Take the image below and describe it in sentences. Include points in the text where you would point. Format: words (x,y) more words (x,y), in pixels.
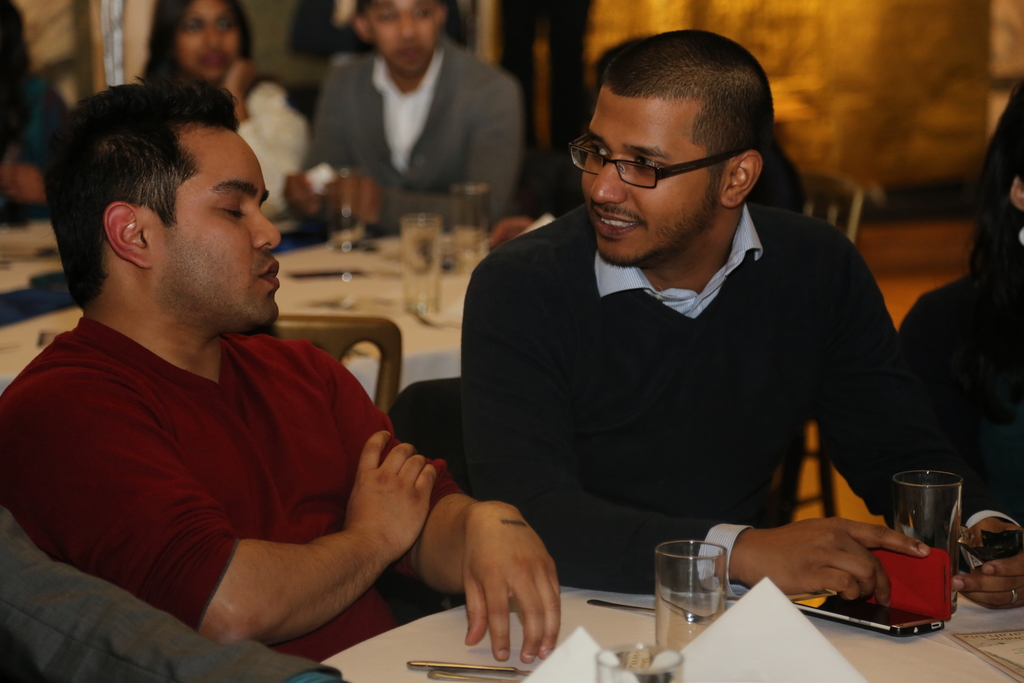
In this picture we can see the tables (513,663). On the tables (570,622) we can see the glasses (650,647), spoons (431,664), papers (686,667), mobile (901,607), book (996,639). Beside the tables (355,363) we can see some people (9,171) are sitting on the chairs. At the top of the image (905,100) we can see the wall (938,48).
